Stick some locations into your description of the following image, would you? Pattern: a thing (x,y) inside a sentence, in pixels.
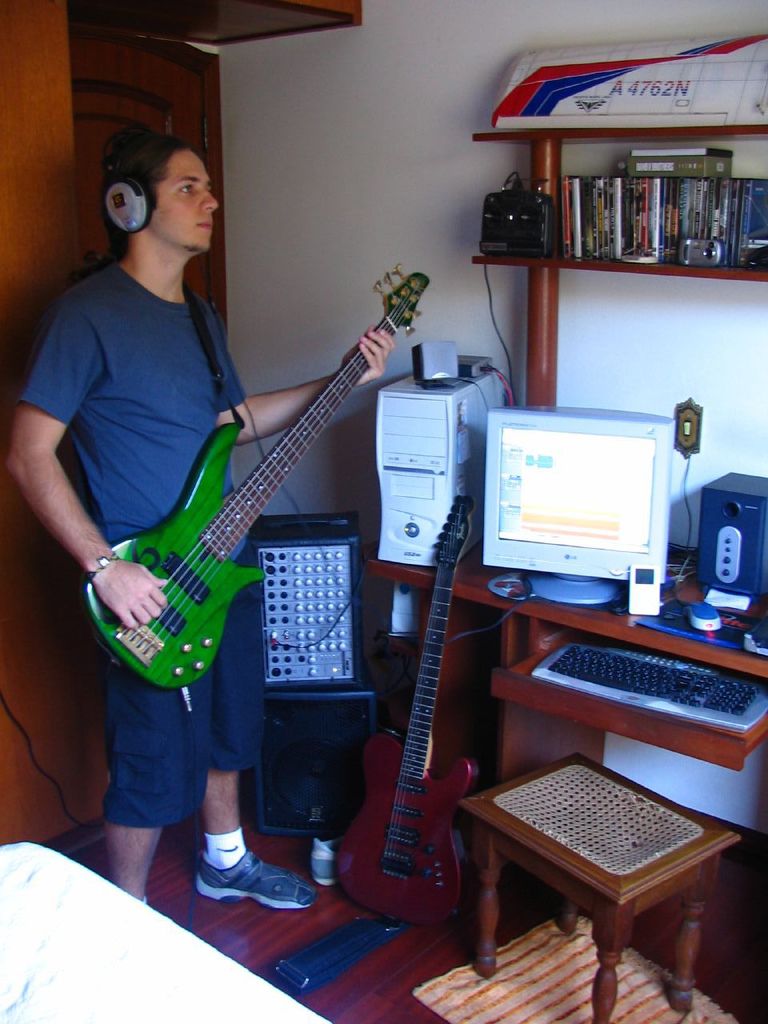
This picture is clicked inside the room (515,808). Man (186,365) in blue t-shirt (147,417) is holding guitar (256,577) in his hands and playing it. In front of him, we see a table (585,641) on which monitor (564,569), CPU (435,388), speaker (721,545), mouse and keyboard (755,704) are placed. Above that, we see a rack (732,180) in which many books (671,235) are placed. Behind him, we see a brown cupboard (38,310) and a white wall (328,157).
